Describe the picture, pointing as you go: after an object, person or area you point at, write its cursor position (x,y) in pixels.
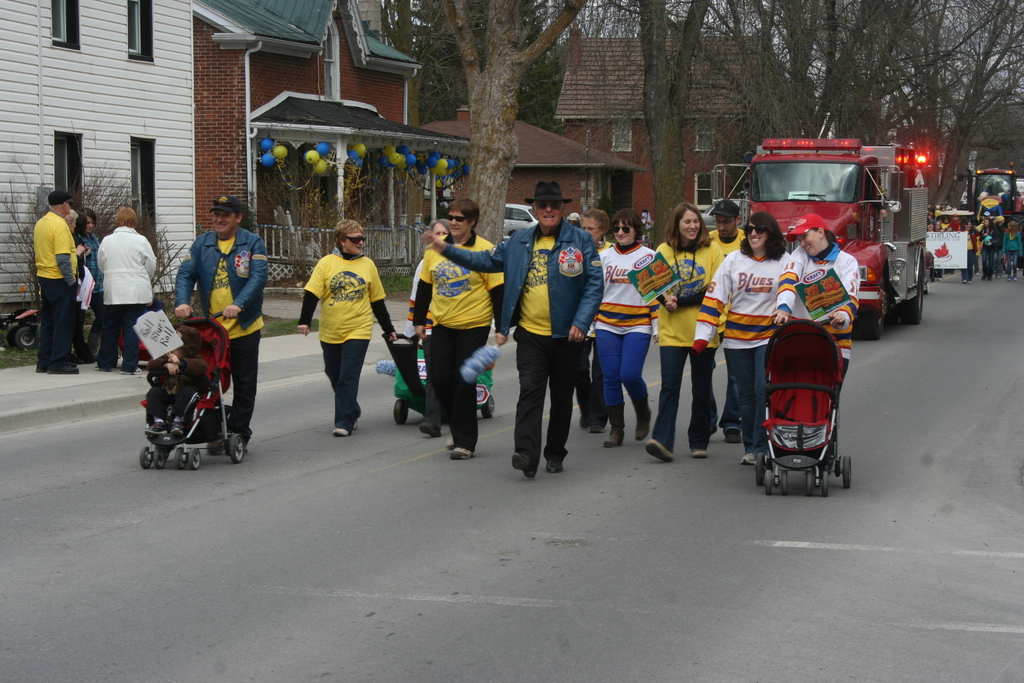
In the middle of the image (504,329) few people (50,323) are walking and holding strollers (835,365). Behind them there are some vehicles (896,165). At the top of the image (875,140) there are some trees (966,93) and buildings (59,63).
